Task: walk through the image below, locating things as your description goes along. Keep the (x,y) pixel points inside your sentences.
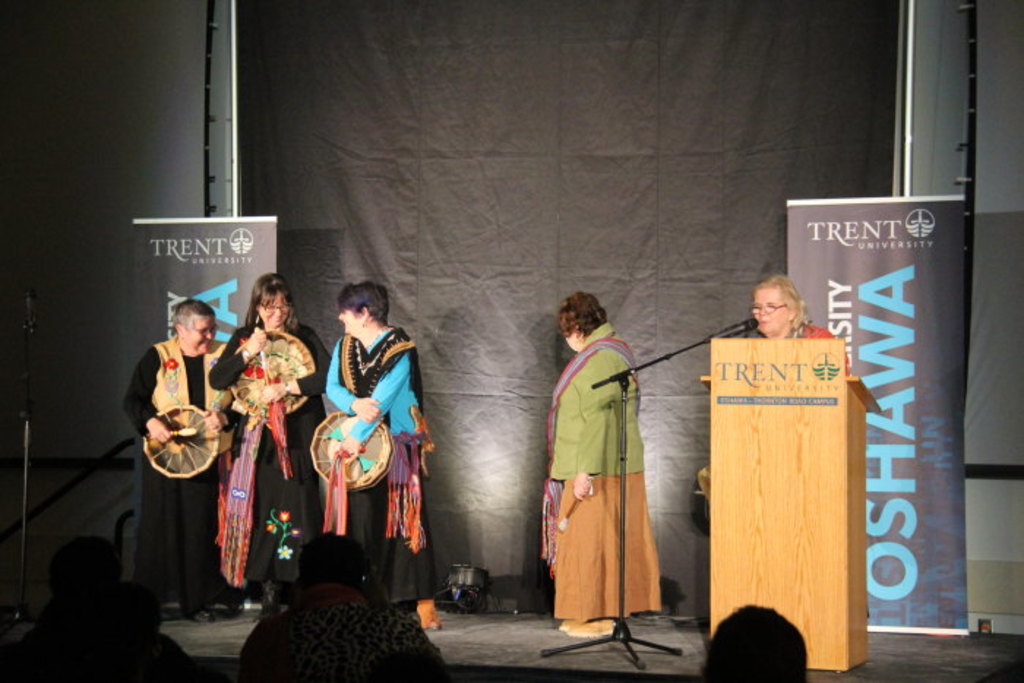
In this picture we can see a group of people (564,456) where some are standing on stage (857,676) and a woman (807,328) standing at podium (763,339) and talking on mic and in the background (164,260) we can see a banner (166,262).
